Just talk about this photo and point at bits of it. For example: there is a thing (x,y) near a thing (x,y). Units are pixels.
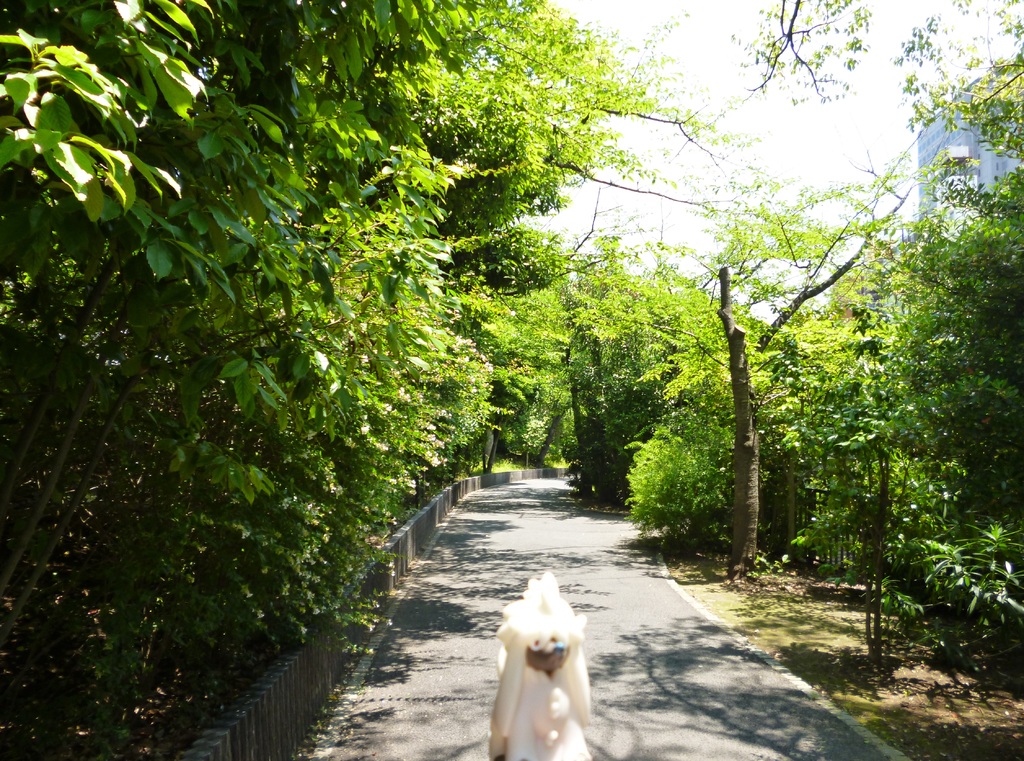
In this image there is an object (548,603), road (541,567), trees (511,390), plants (405,503), building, sky (735,60).
